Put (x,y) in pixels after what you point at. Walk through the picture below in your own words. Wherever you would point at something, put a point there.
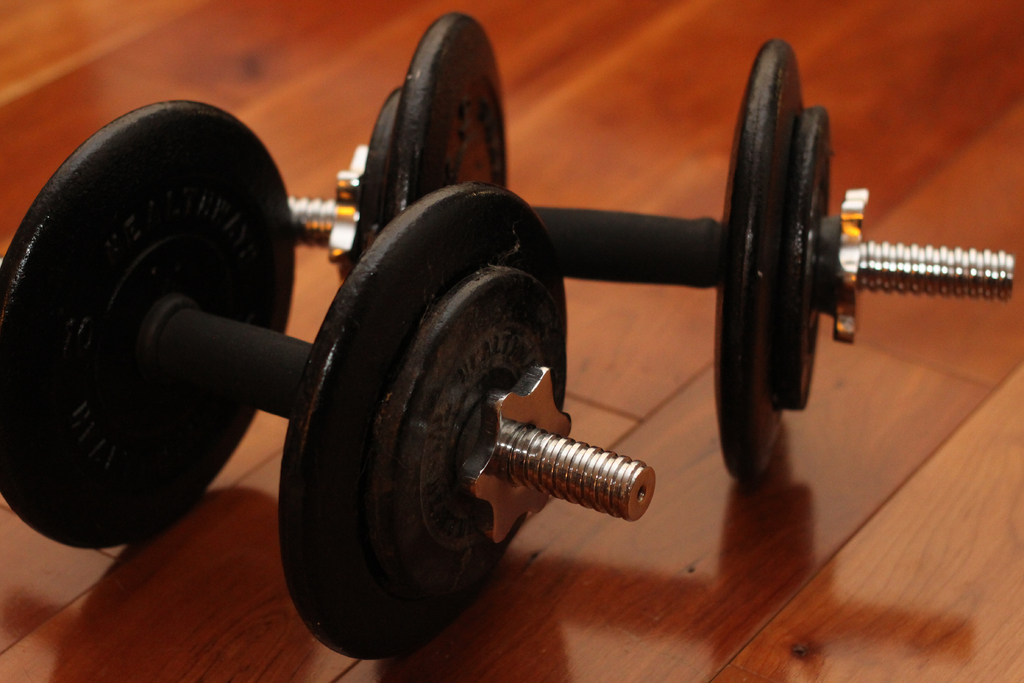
In this image I can see two black colour dumbbells (480,281) on the brown colour surface (678,465).
